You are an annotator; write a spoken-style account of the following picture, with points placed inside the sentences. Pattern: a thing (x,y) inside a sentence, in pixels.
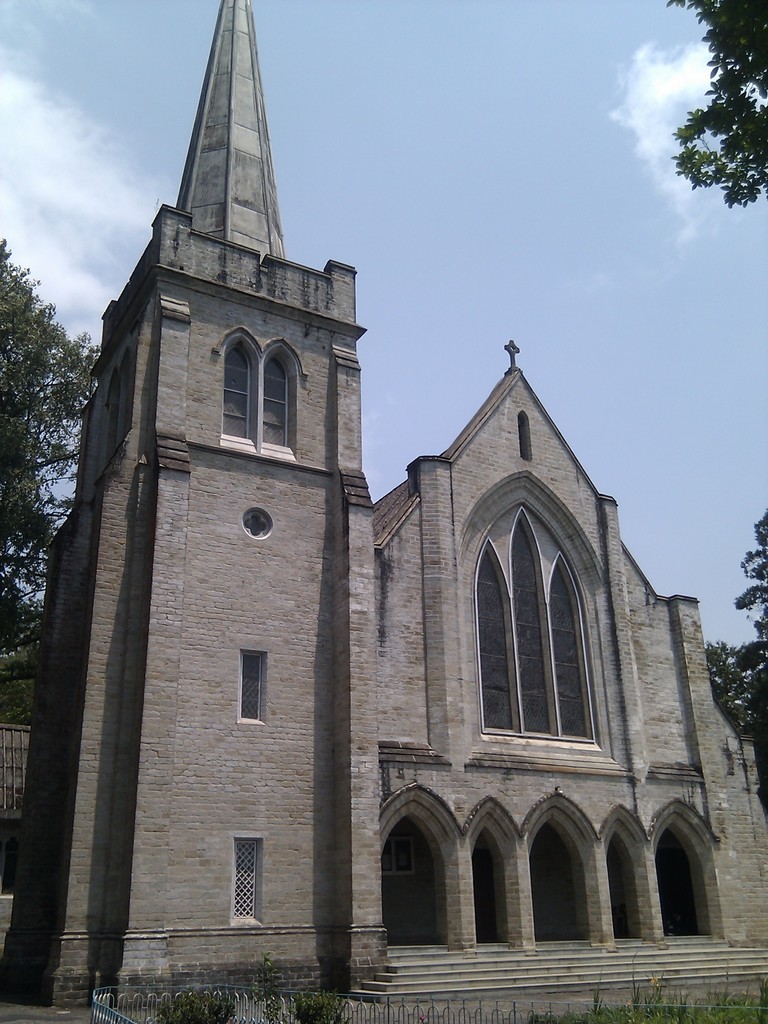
This image consists of a building (383,716) along with windows (478,624). On the left (58,388) and right, there are trees (12,612). At the top (557,62), there are clouds (658,63) in the sky (280,39).
